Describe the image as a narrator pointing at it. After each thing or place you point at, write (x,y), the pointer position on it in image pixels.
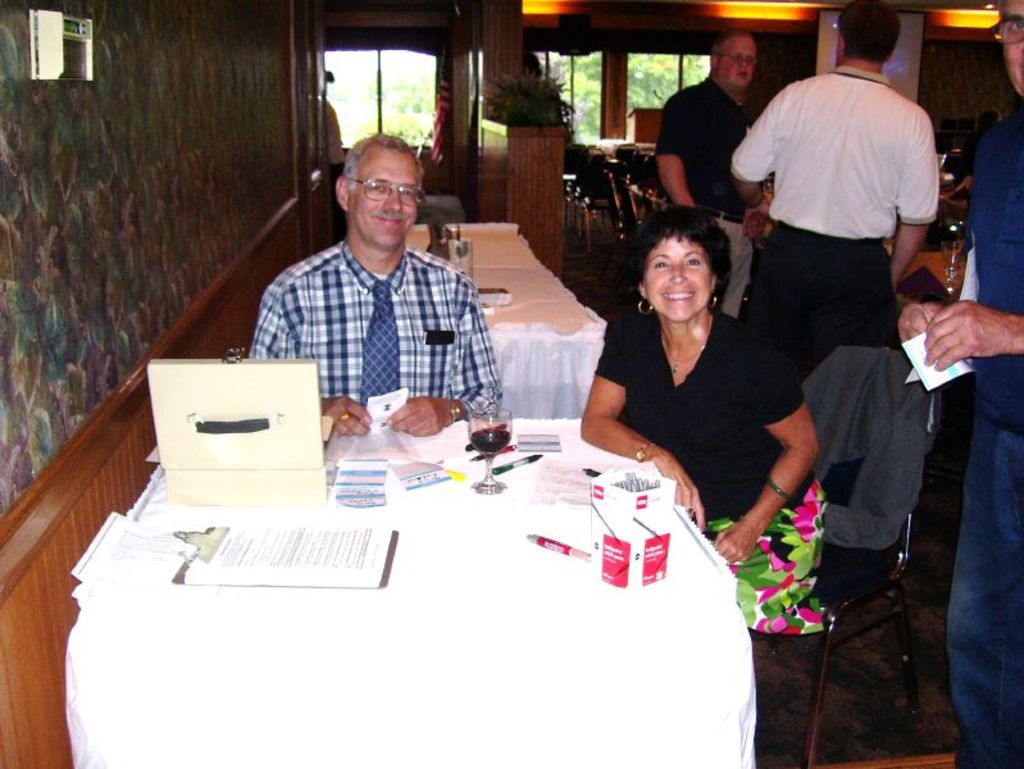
In this image we can see a man (401,315) and woman (678,410) are sitting on the chairs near the table (541,579). There are boxes (293,484), papers (295,557), pad (335,525), pens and glass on the table (515,488). In the background (583,141) we can see few people (672,135), chairs (653,183), glass windows (425,116) through which trees (411,102) can be seen.
